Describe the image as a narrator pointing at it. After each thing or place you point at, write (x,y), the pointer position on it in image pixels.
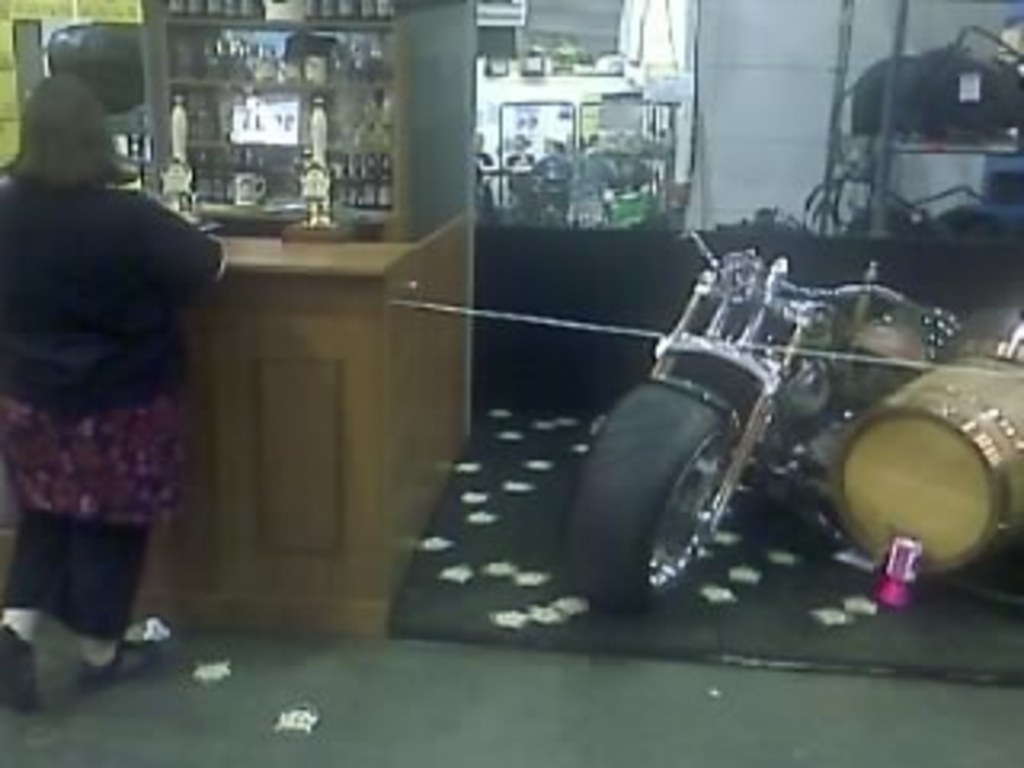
In this picture we can see a woman (60,337) standing beside to the table (297,241) and on table (310,249) we have bottles (231,161), racks (209,126) and in the background (666,429) we can see bike (805,426), drums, wall (804,128).
